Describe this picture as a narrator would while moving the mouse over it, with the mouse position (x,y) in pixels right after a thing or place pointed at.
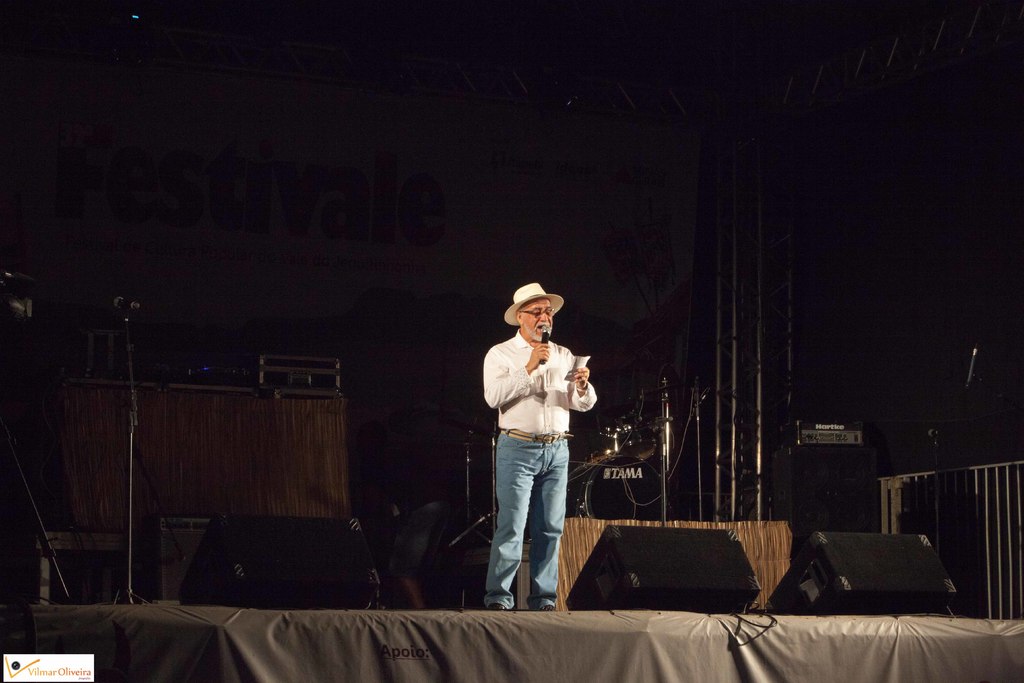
In this image we can see a person (513,383) wearing white shirt (527,379), hat (513,317), spectacles (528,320) and shoes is holding a mike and a paper (575,362) is standing on the stage (456,618). Here we can see speaker boxes (601,544) and few more objects (157,405). The background of the image (126,270) is dark. Here we can see the watermark (81,661) on the bottom left side of the image (70,657).
